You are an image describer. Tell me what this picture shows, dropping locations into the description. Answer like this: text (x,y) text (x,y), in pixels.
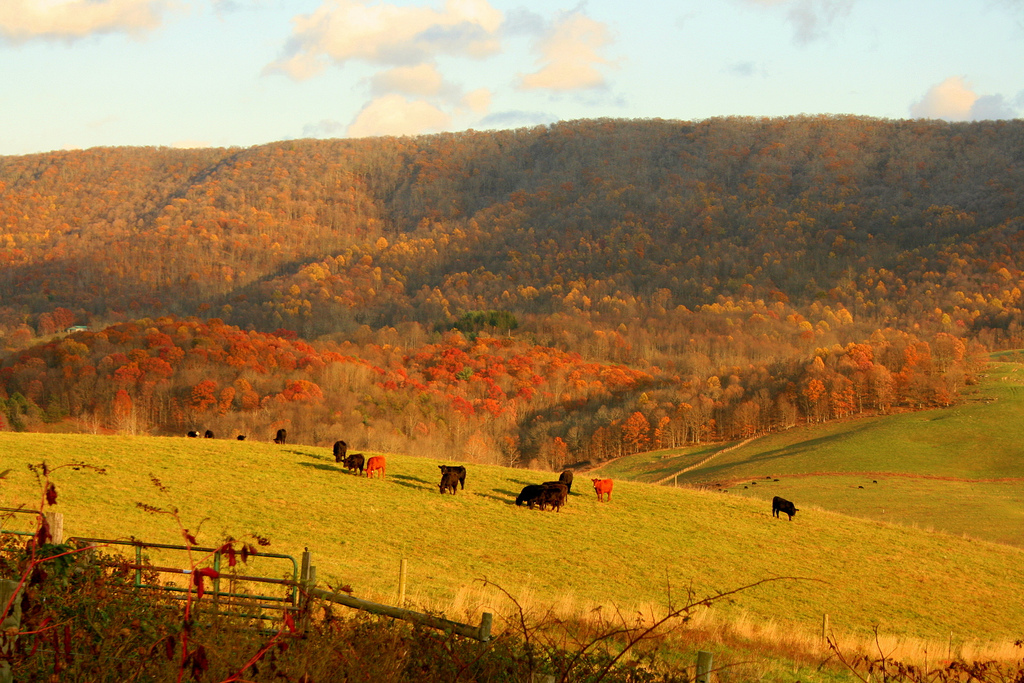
In this picture we can see fence (144,591) and a group of animals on the ground (344,527) and in the background (130,417) we can see trees (648,183), sky (525,88) with clouds (591,88).
